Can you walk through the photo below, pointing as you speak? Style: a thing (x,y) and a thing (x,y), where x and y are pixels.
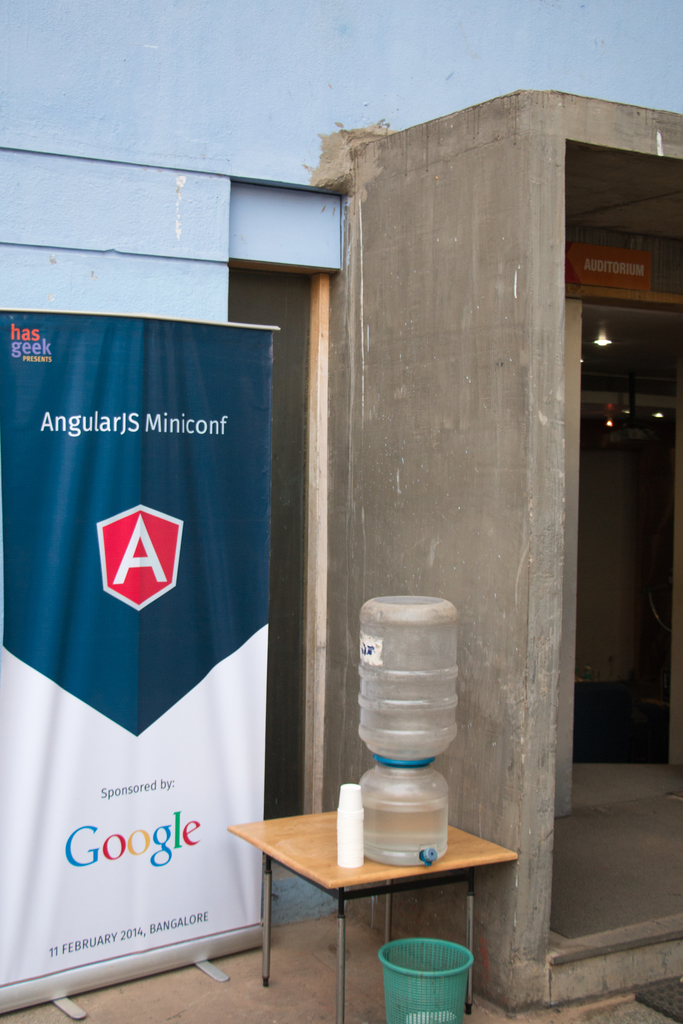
In the foreground (508,859) I can see a table (458,865) on which a water bottle (367,667) and glasses (356,813) are there. In the background (139,574) I can see a board (31,571) and an entrance (583,542). On the top (131,155) I can see a wall (237,115). This image is taken during a day.
